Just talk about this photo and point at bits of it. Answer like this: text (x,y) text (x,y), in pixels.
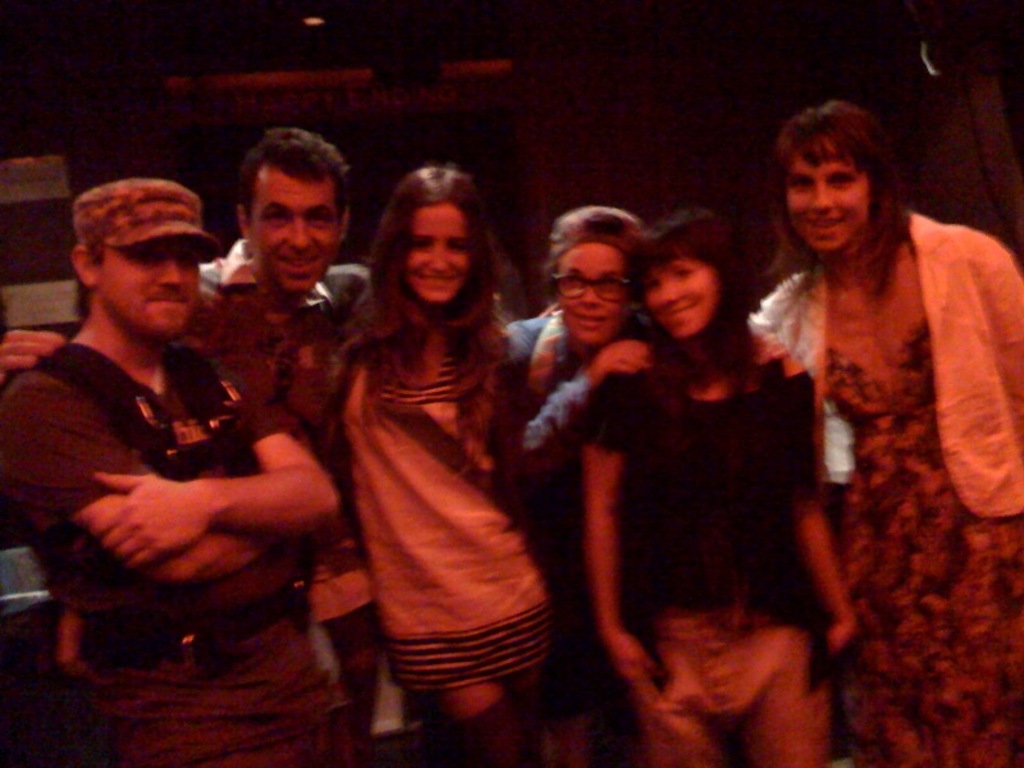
In the image there are group of peoples (630,416), on the left side (250,251) there are two boys (82,464). In the middle (446,271) both are girls (582,334) and one is wearing spectacles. On the right side (731,515) both are girls (905,393) and both are having short hair (828,140).
